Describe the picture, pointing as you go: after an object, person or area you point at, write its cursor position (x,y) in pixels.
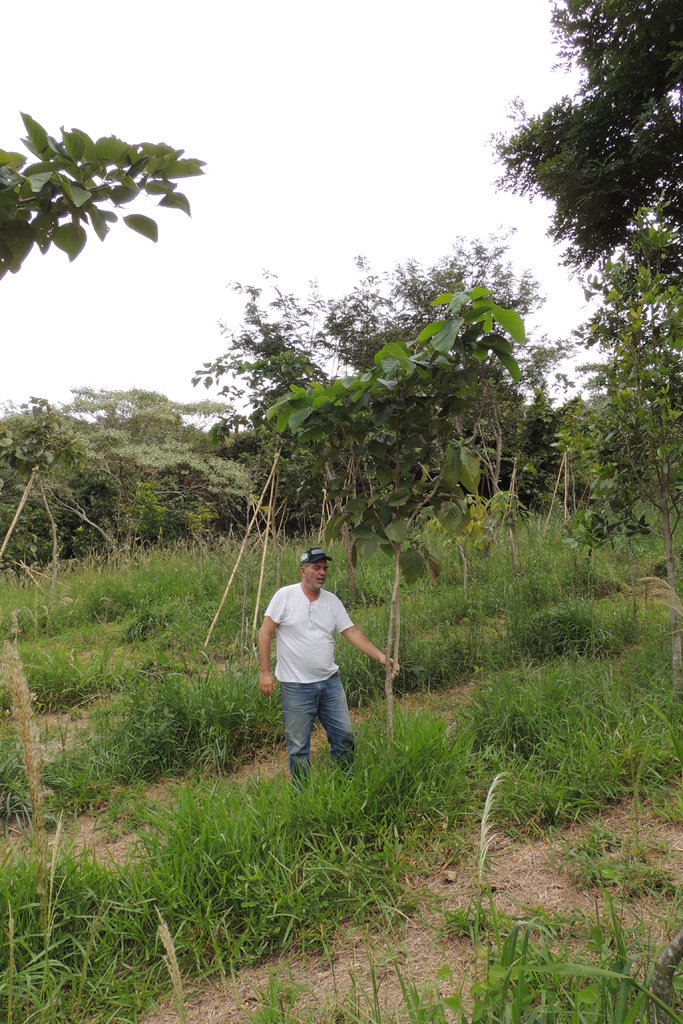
In this picture we can observe a person (305,719) standing on the ground (232,686) wearing white color T shirt (297,639) and a cap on his head (316,574). We can observe some grass (520,782) on the ground (149,626). In the background (196,451) there are trees (248,433) and a sky (306,250).
